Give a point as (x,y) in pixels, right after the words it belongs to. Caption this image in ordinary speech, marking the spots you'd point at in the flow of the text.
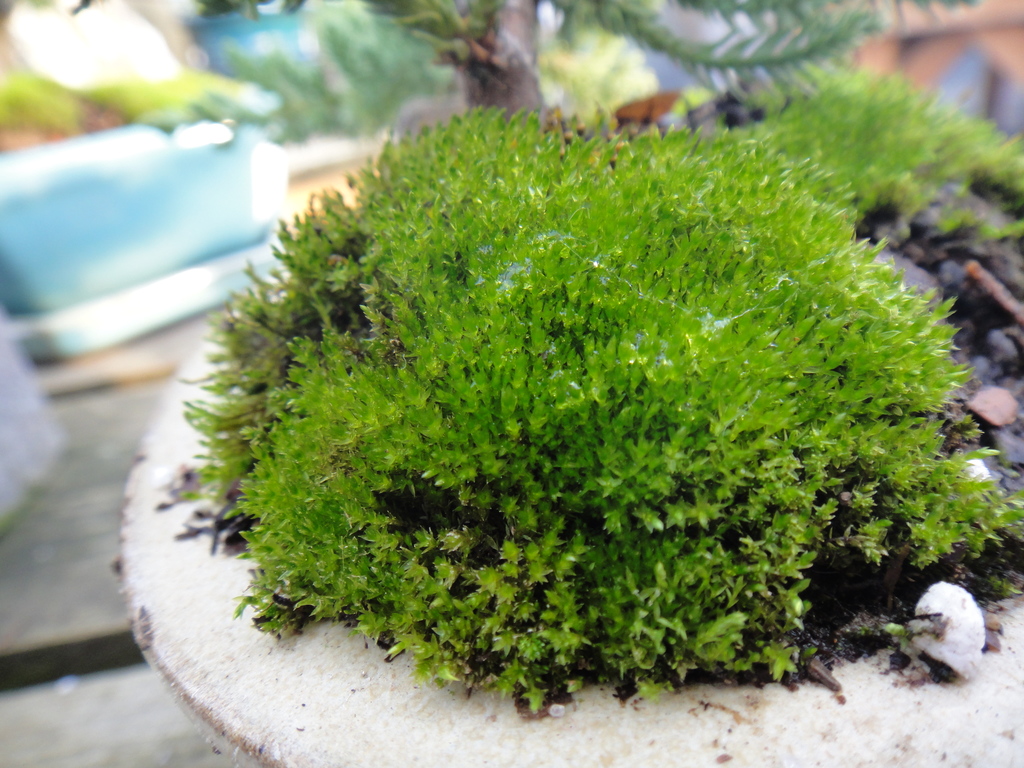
In this image there are few plants (582,336) kept in the pot (487,735) having rocks (1008,415) in it. Left side (161,304) there is a pot (147,307) having few objects (68,101) in it. Pot (118,248) is kept on the floor (79,537).
